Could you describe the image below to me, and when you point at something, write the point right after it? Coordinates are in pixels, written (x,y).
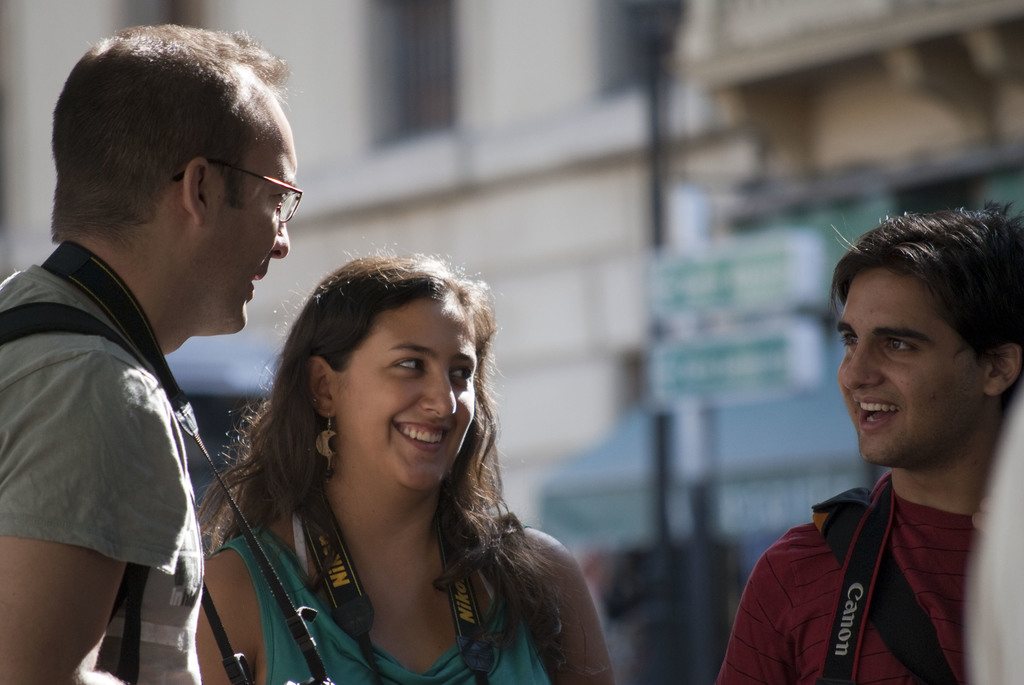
In the foreground of this picture (302,604) we can see the group of persons (423,541), smiling and standing and seems to be wearing t-shirts (301,602). The background of the image (593,530) is blurry and we can see the buildings (648,228) and some other objects (734,343) in the background (570,530).
